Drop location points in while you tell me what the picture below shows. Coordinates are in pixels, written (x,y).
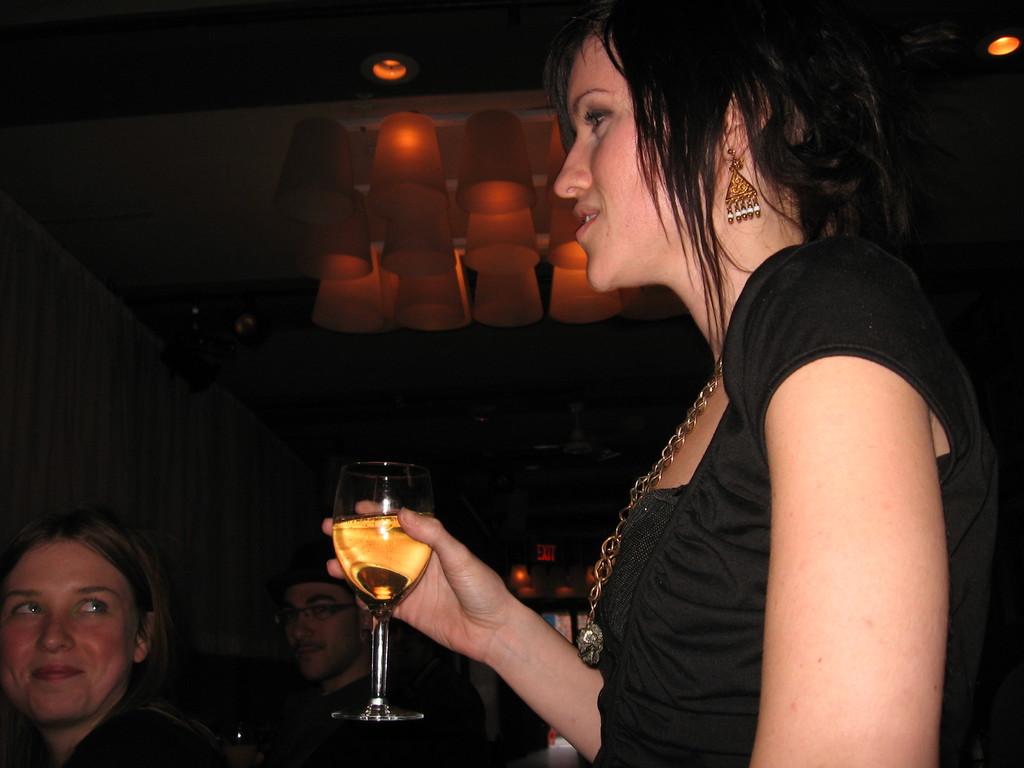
In this image, there are three persons (478,635). Out of which two persons (398,677) are half visible and one woman (592,666) is standing and half visible and holding a glass (405,567) in her hand (458,585). On the top (404,116) chandelier (494,307) is hanged to the ceiling (235,269). The background is dark in color and the roof top (182,159) is dark in color and lights (386,65) are fixed on it. It looks as if the image is taken inside a bar (453,473).
